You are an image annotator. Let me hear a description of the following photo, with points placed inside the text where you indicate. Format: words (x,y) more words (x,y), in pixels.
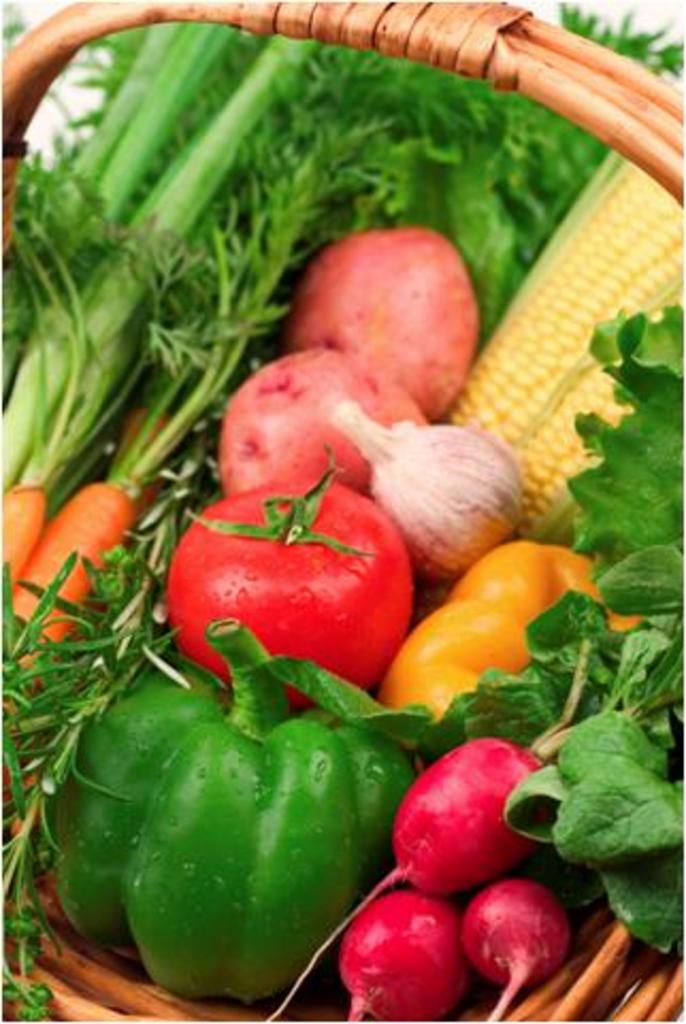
In this picture we can see carrots (42,639), capsicums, leaves (8,614), tomato (253,531), sweet corn (545,390) and some vegetables (391,263) in a basket (218,3).
